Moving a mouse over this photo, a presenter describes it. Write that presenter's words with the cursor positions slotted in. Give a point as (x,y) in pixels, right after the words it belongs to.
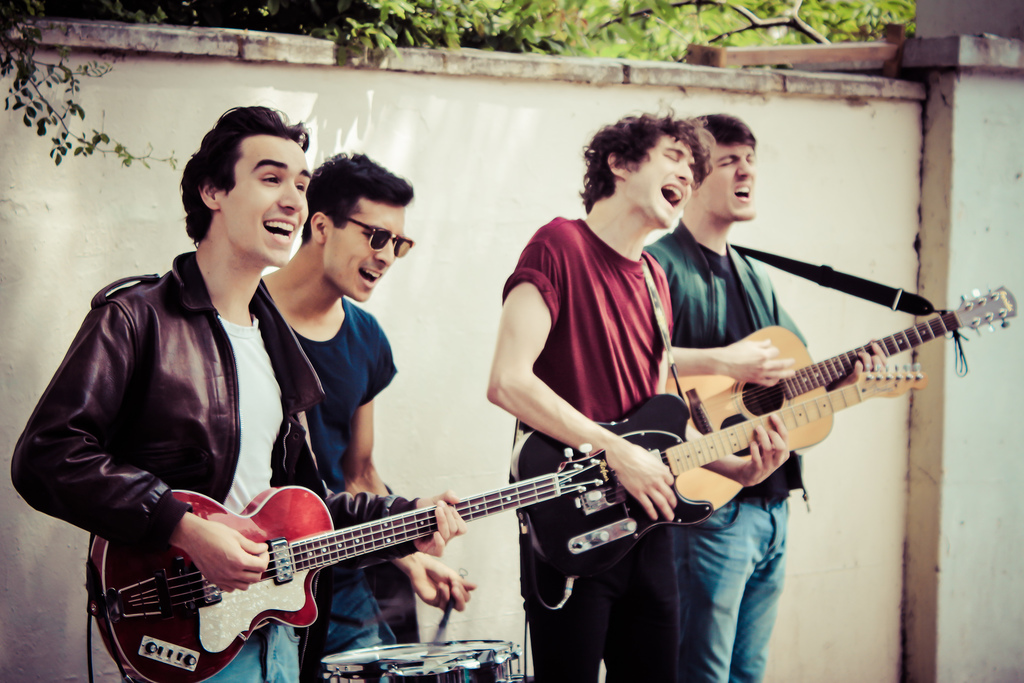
This picture outside on a sunny day. Four people (725,653) are standing. In them three people (547,655) are playing guitars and one is playing drums (464,661). Backside of them there is a wall (963,634) and back to it there are some trees (882,21). Person (364,156) who is wearing blue shirt (371,333) is wearing goggles (386,242). Beside to him is wearing red shirt (545,266) and black pant (591,593).
